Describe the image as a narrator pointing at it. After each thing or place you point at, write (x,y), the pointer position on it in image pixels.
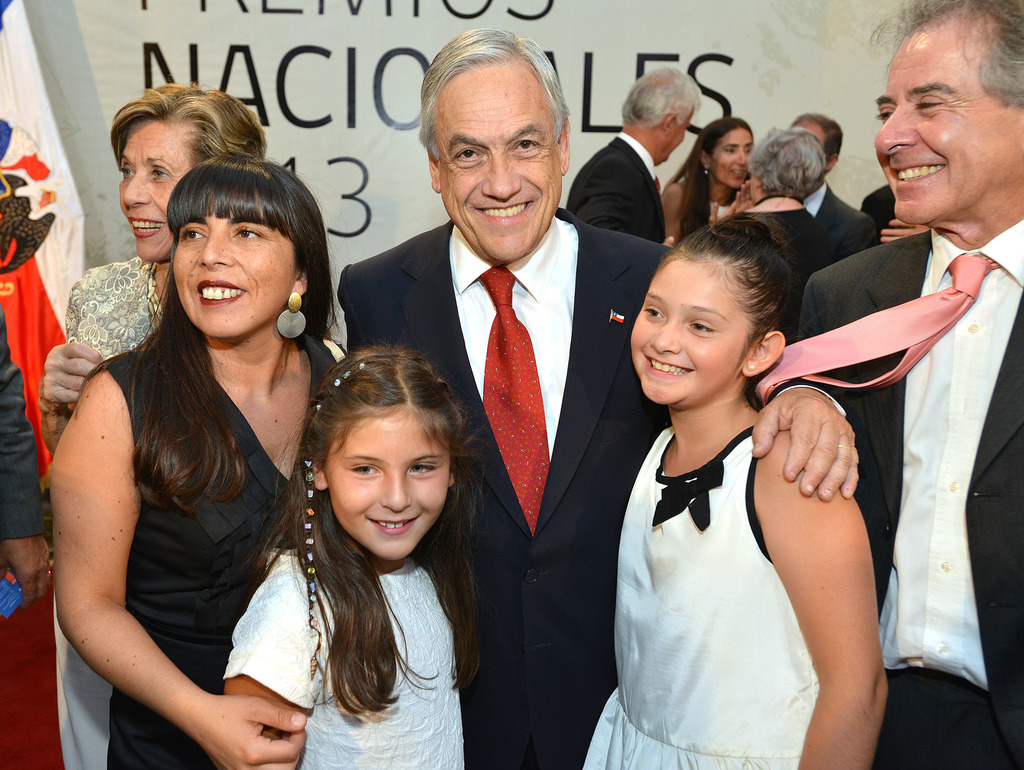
In the center of the image (621,305) we can see many persons (511,258) standing on the floor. In the background (408,122) we can see wall (588,36).
